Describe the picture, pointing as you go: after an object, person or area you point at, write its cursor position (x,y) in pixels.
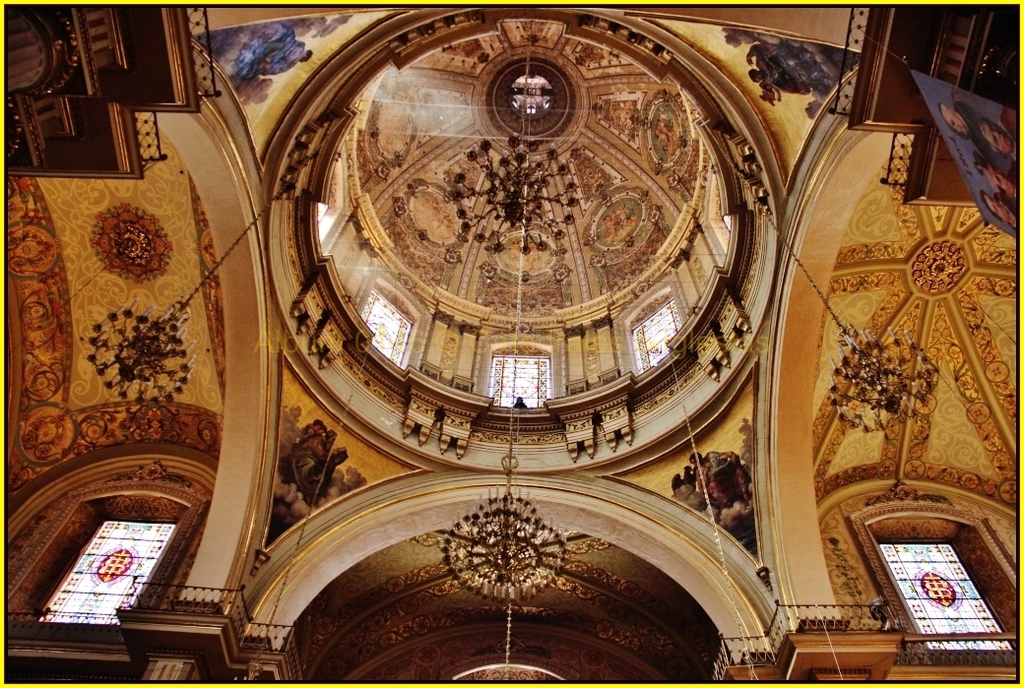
This is an image inside of the building (703,552). In this image there are chandeliers (462,523), chains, railings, designed roof (423,428), windows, pictures (775,72) and objects (167,50).
